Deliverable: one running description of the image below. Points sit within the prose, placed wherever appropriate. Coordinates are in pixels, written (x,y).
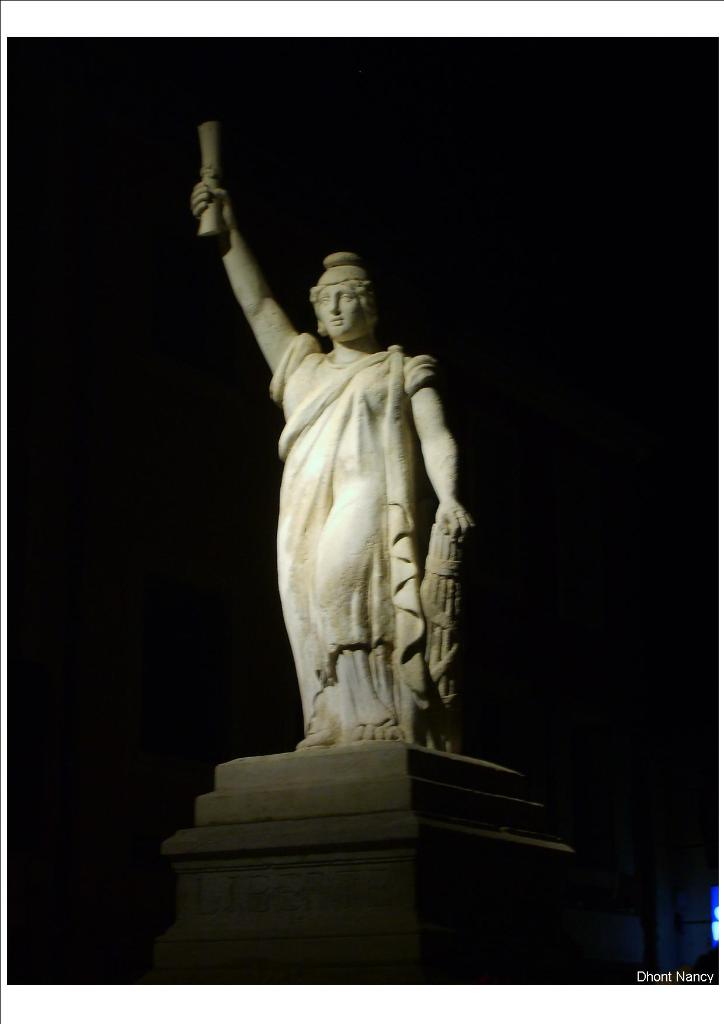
This image consists of a statue (341,447) in white color made up of rock (313,392). The background (670,784) is too dark.
